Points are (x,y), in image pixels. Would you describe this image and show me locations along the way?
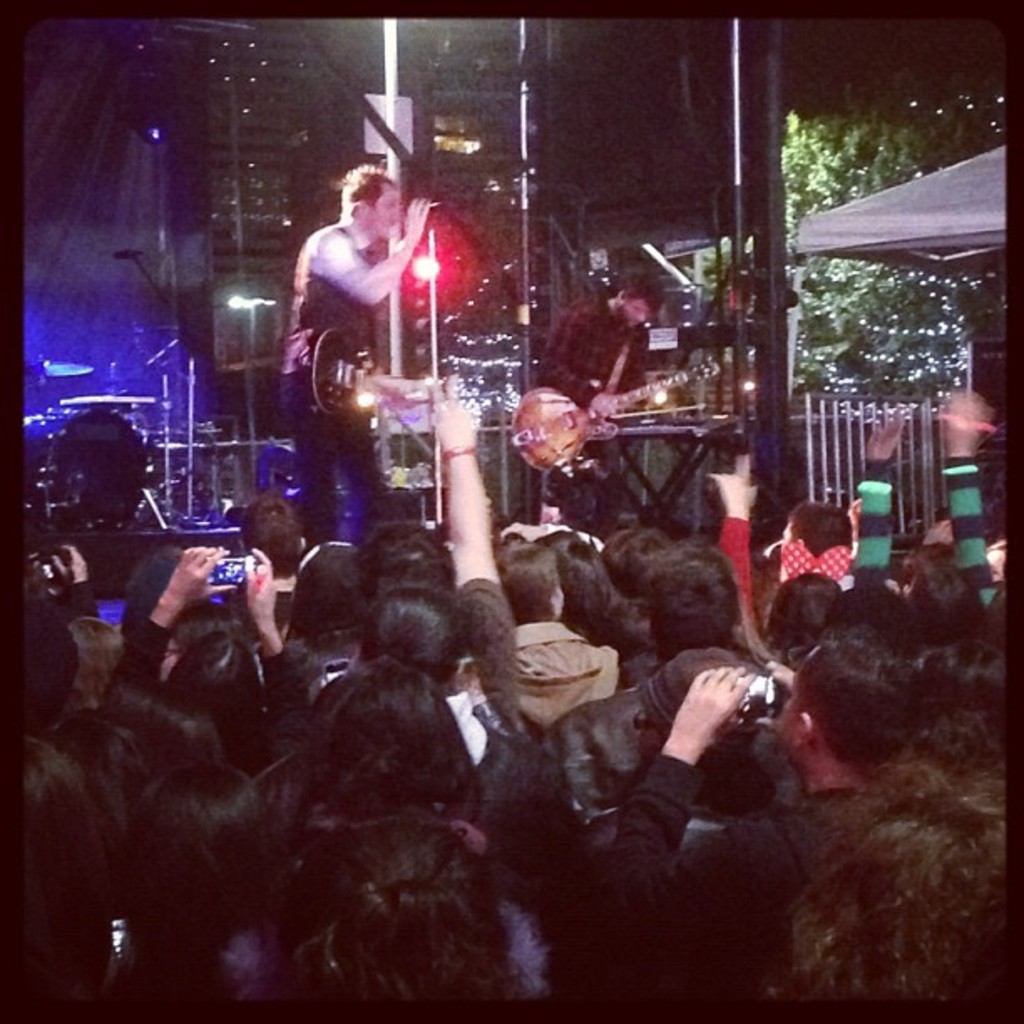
Two men (355,205) with guitars (362,389) are performing in a concert and group of people (650,785) are enjoying it.
